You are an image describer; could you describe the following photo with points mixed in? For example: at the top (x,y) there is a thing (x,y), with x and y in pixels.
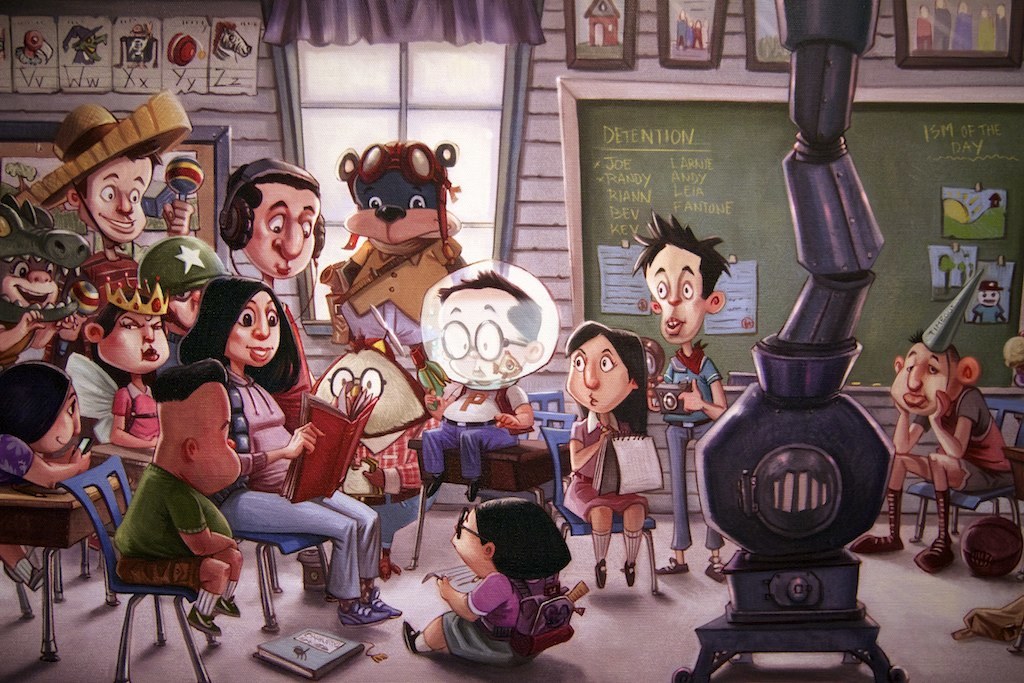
This is an animated image, we can see a group of people (399,505) sitting on chairs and a person (490,606) is sitting on the floor (486,667). A woman (248,351) is holding a book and behind the people (394,299) there is a board (720,154) and a wall (519,205) with photo frames (981,37) and a window (382,73).
